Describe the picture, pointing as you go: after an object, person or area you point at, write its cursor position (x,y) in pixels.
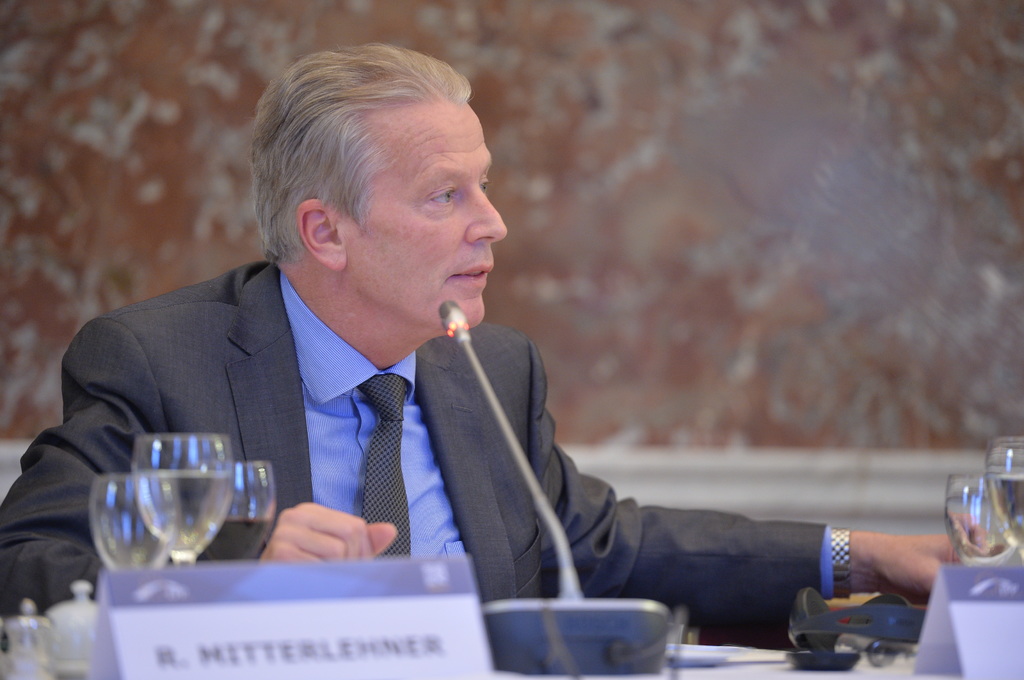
In this image there is a person (373,346) seated, in front of the person (410,277) on the table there is a mic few glasses (239,483) with drinks (210,512) in it and a name board (217,601).
